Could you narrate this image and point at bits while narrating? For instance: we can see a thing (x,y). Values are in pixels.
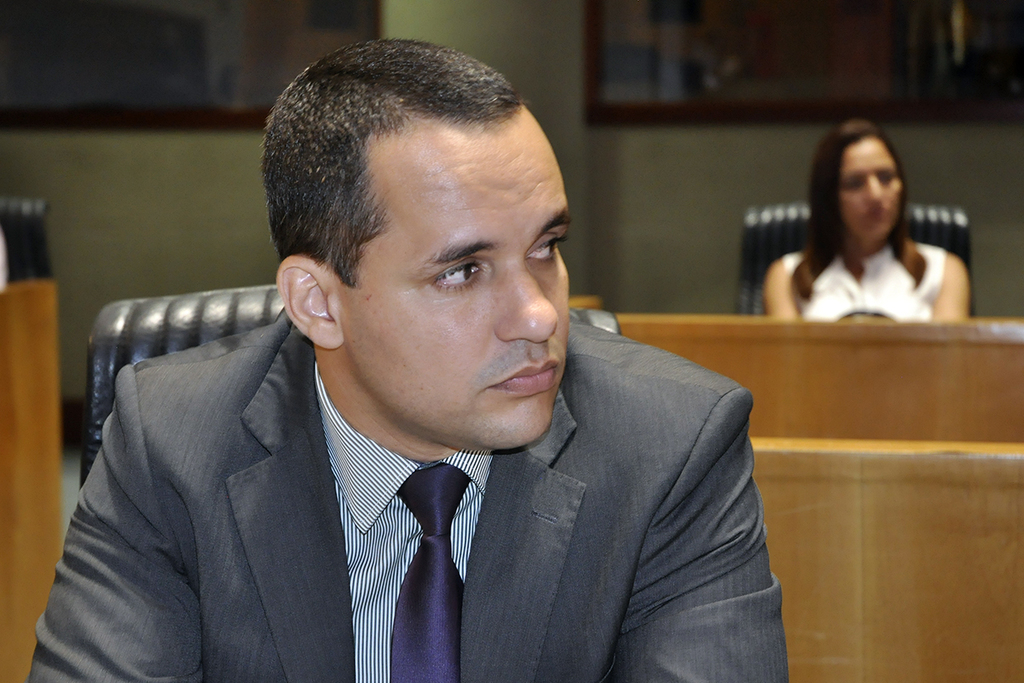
In this picture, there is a man (271,519) sitting on a chair (261,319) and we can see wooden objects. In the background of the image (843,175) we can see a woman (839,194) sitting on a chair (758,220) and we can see wall (634,129), frames (672,94) and pillar (544,118).
